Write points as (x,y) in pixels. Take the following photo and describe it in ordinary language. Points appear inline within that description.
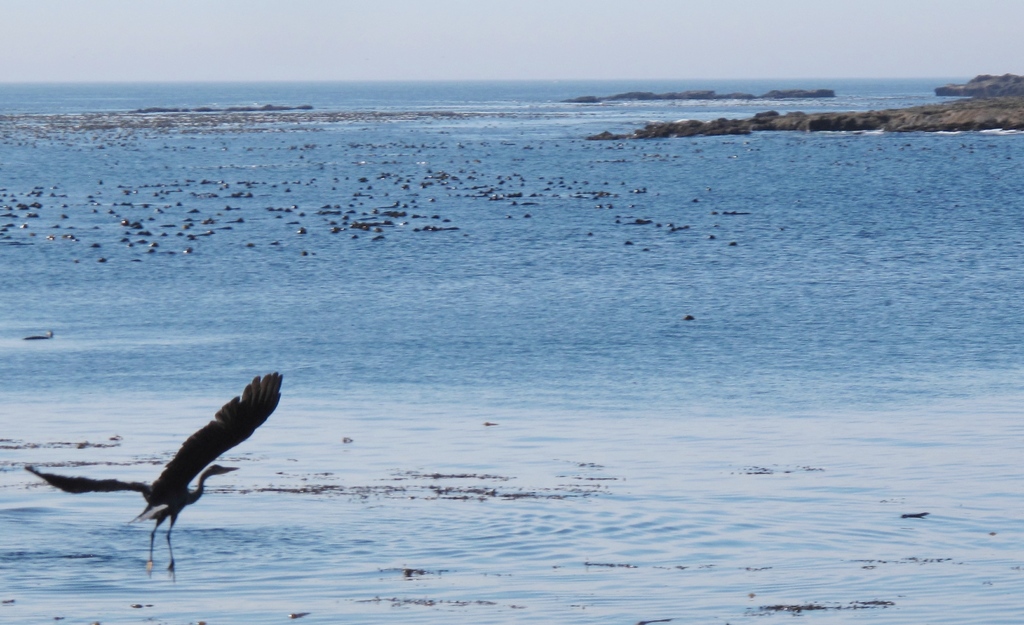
In the image we can see a bird (178,479) flying, this is a water (786,373), stones (802,127) and a sky (273,49).
